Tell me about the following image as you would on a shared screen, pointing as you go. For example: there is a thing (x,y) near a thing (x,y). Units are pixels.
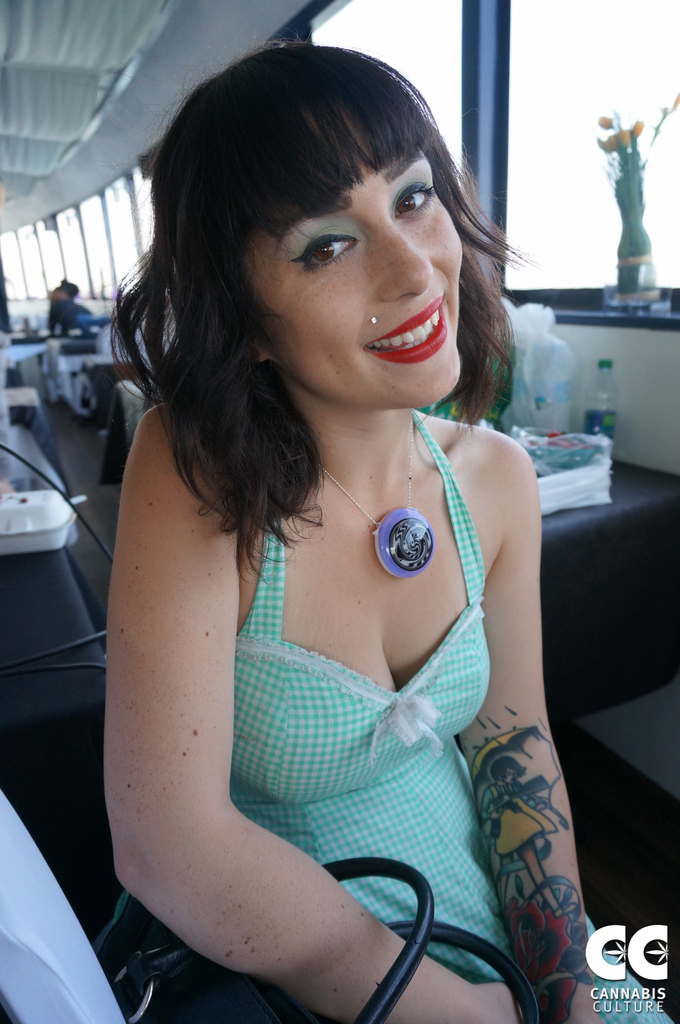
This is the woman (422,761) sitting and smiling. I can see a tattoo (538,827) on her hand (537,823). She wore a necklace (374,523) and a dress (420,869). This looks like a handbag (187,989). In the background (57,568), I can see the tables (47,560). This looks like a flower vase (623,274), which is placed near the window (582,195). I can see a bottle (602,362) and the other things (571,501) are placed on the table (572,558). This is a watermark (634,947) on the image.
